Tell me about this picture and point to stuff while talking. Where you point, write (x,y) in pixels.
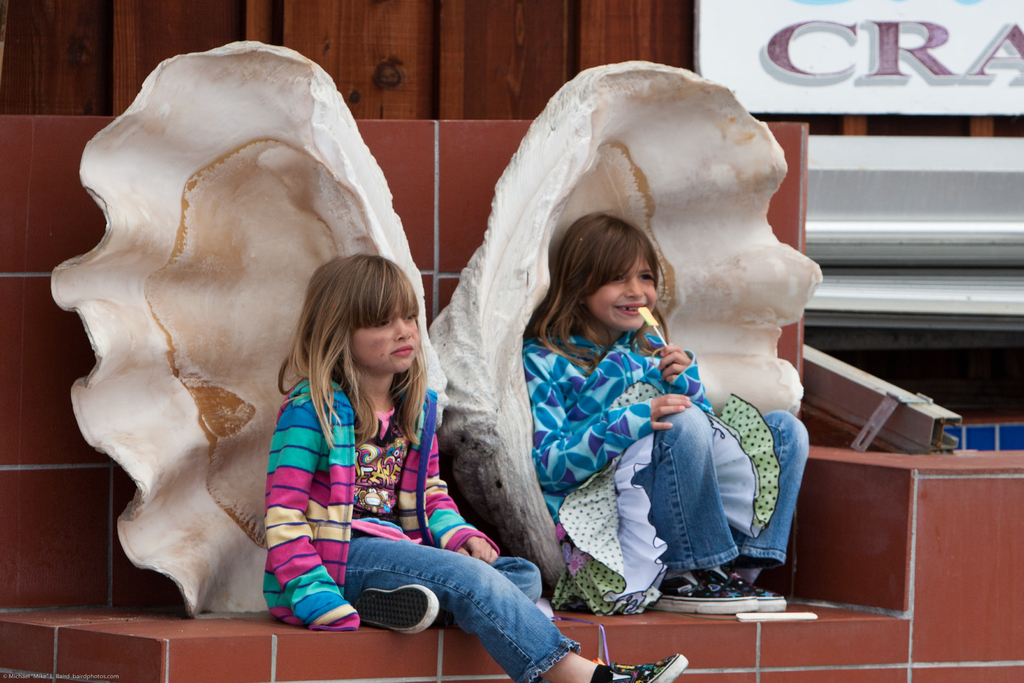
In this picture we can see two girls (303,457) sitting on a brick wall (168,630). We can see a girl (565,348) holding an object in her hand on the right side (688,382). There are shells (276,362) at the back of these girls (369,348). We can see a steel object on the right side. There is a text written on a board (717,13). We can see a wooden background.
